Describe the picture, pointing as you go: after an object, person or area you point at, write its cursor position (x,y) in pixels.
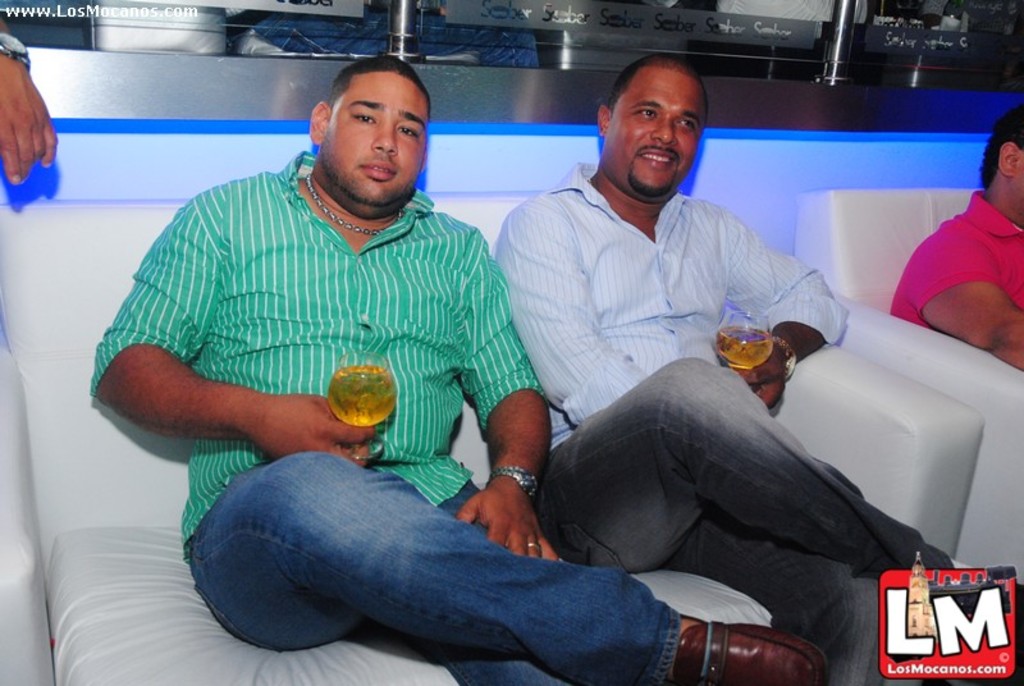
In this picture we can see people (504,565) sitting on sofas (82,502), two people (530,554) are holding glasses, on the left side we can see a person hand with watch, here we can see a logo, some text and in the background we can see rods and some objects (499,5).
